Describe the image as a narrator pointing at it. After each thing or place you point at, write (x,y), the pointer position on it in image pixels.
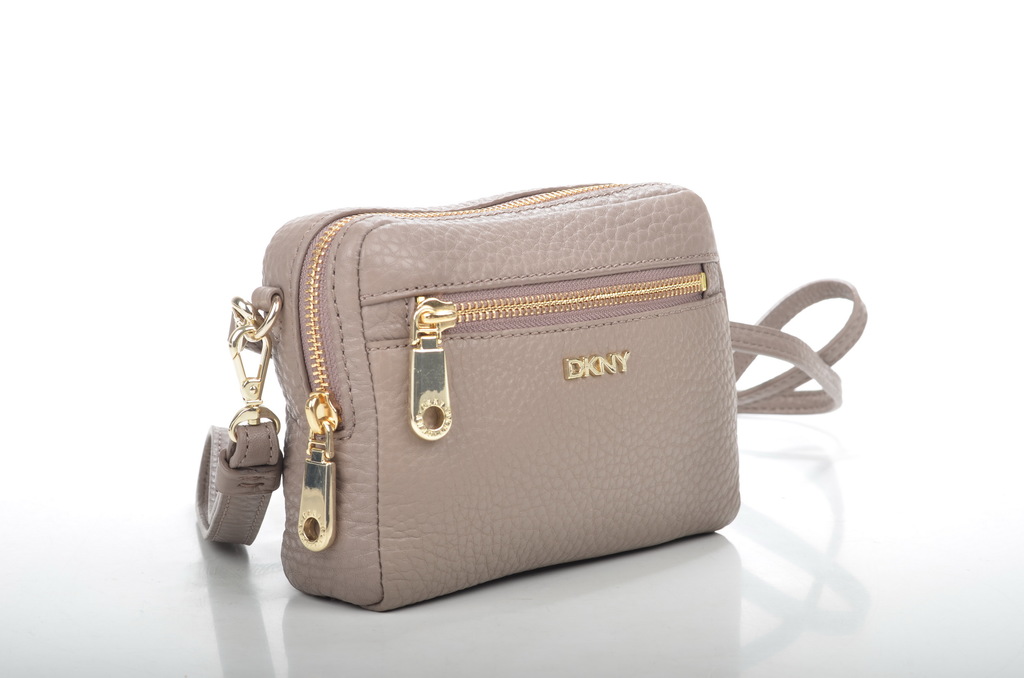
This is a handbag (551,400).
